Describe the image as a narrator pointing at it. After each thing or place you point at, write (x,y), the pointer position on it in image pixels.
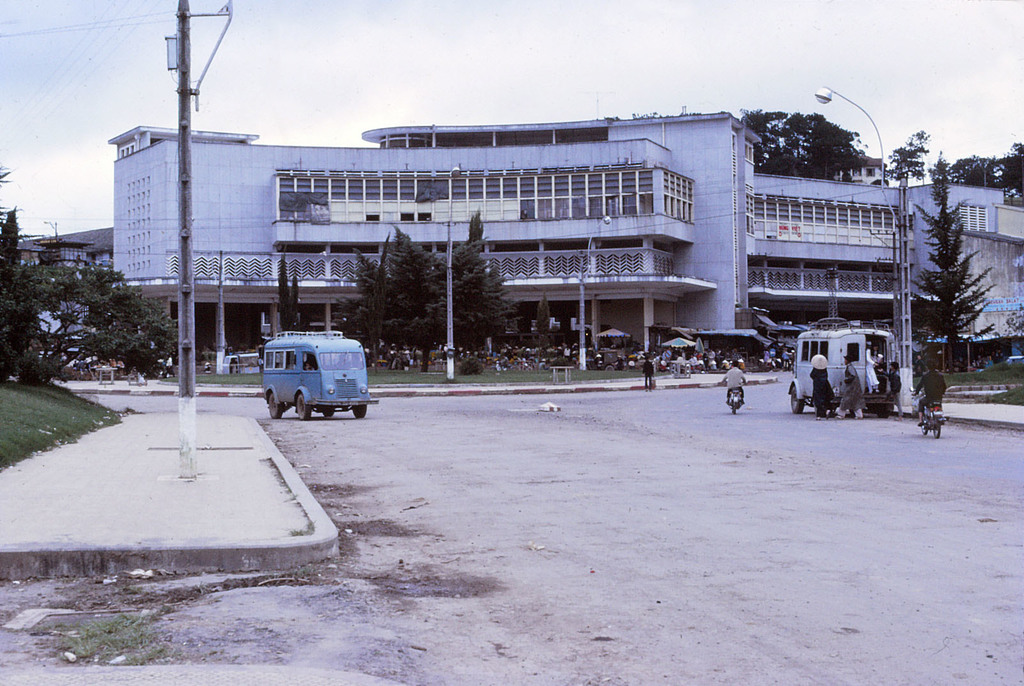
In this image I can see buildings (360,222). There are trees (52,307), vehicles (254,357), electric poles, lights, umbrellas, and there are people (232,364). Also there is grass (52,414) and in the background (568,120) there is sky (562,101).
